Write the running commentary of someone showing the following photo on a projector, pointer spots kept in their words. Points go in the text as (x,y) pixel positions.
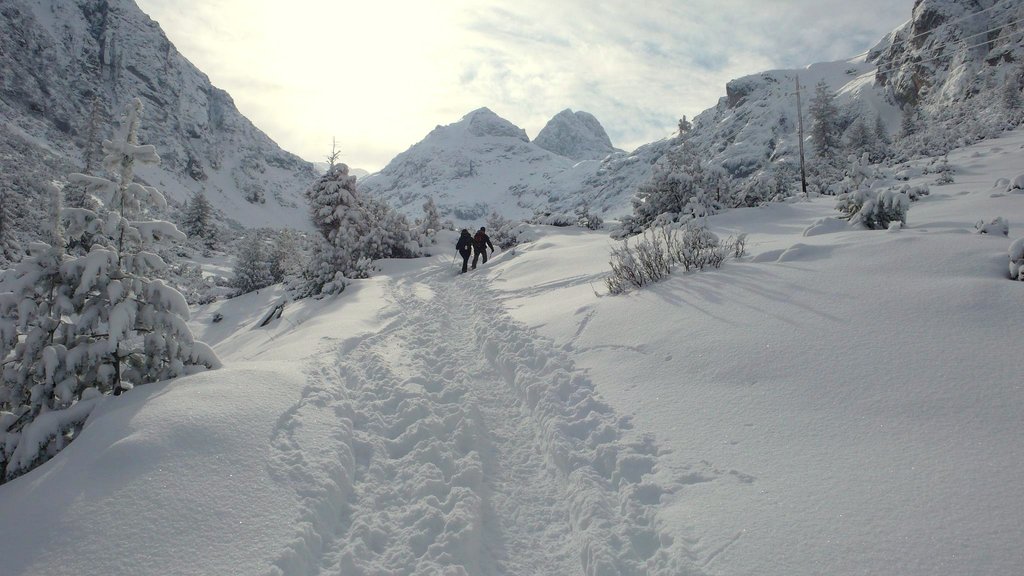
In this picture we can see two people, here we can see snow (684,376), trees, pole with wires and in the background (626,20) we can see mountains (745,135), sky (661,39).
